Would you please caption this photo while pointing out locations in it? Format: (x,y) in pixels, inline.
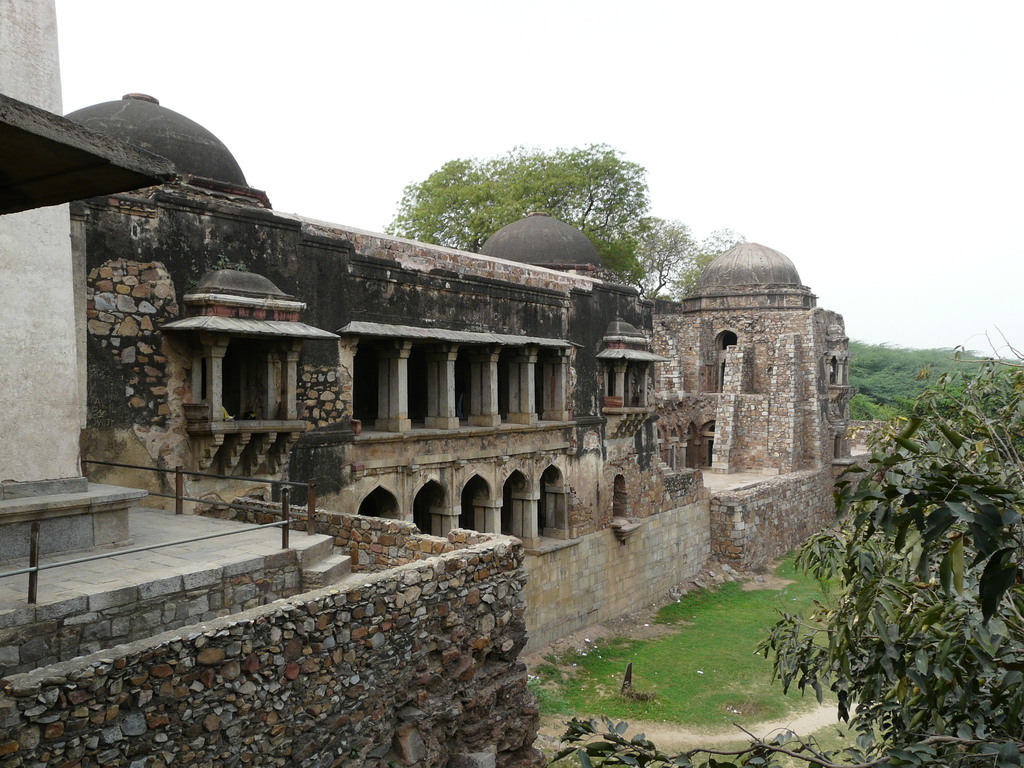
In this image I can see the ground (673,593), some grass (697,658) on the ground (710,698), few trees (1009,686) which are green in color and few buildings (720,382) which are made up of rocks (578,508). In the background (292,48) I can see few trees (870,375) and the sky (778,121).
